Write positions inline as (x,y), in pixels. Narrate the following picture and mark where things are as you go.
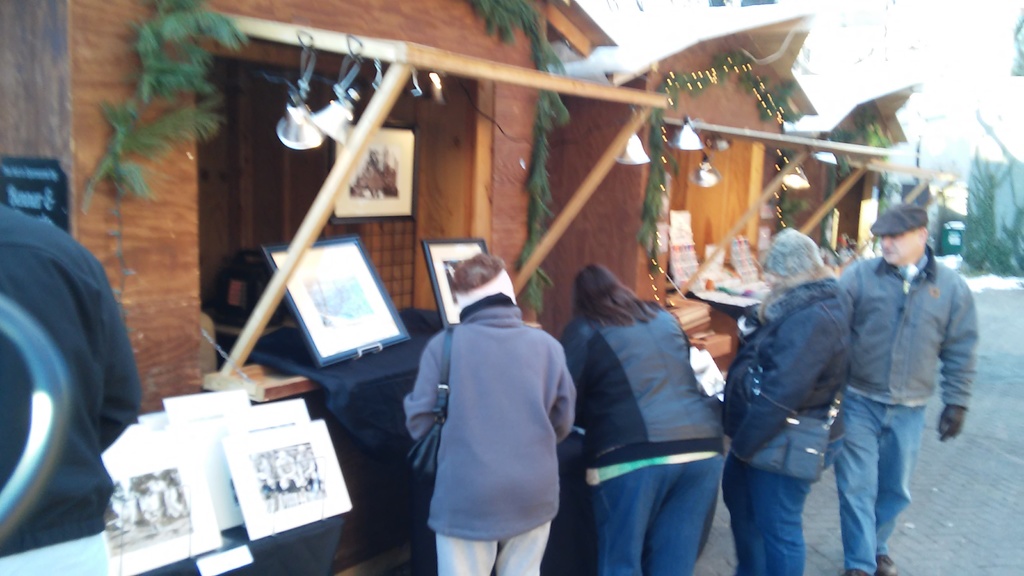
In this picture we can see five people (673,503) standing on the ground (914,473), photo frames (371,191), plants (1004,227), decorative lights (668,155), sheds (461,181), lamps (284,130), some objects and in the background (978,30) it is blurry.
